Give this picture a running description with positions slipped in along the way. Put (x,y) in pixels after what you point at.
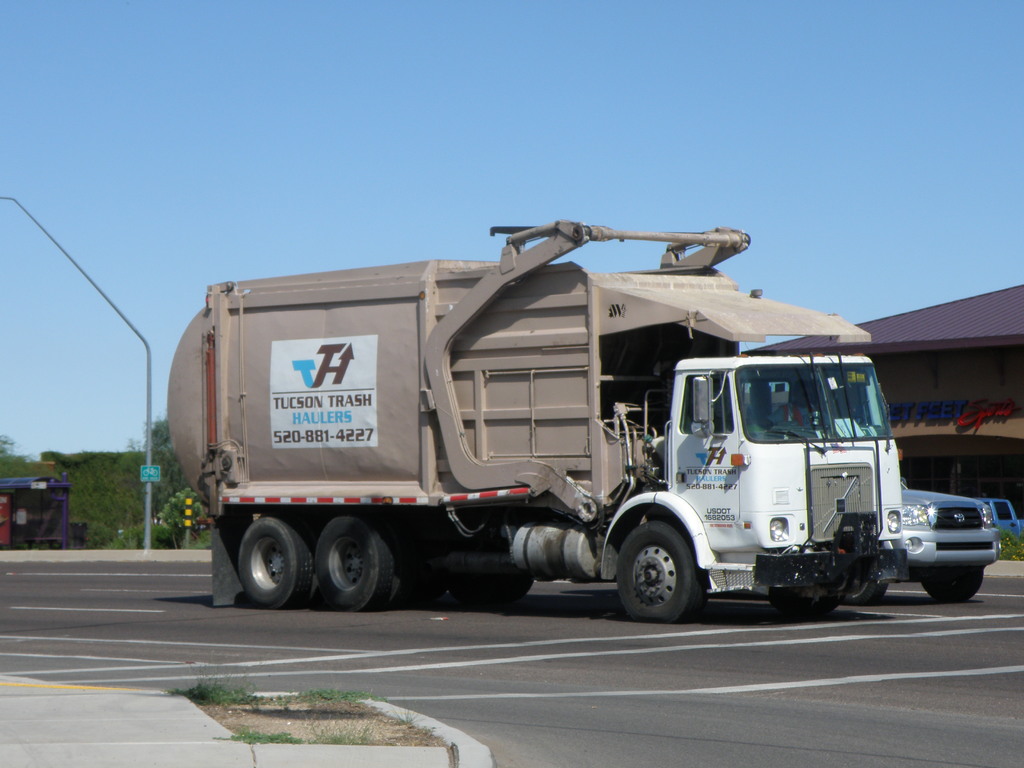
In this image there are vehicles (803,483) on the road (428,678). On the left (150,523) there is a pole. In the background (955,462) there is a shed (941,460) and we can see trees (134,509). At the top (449,138) there is sky (449,138).
